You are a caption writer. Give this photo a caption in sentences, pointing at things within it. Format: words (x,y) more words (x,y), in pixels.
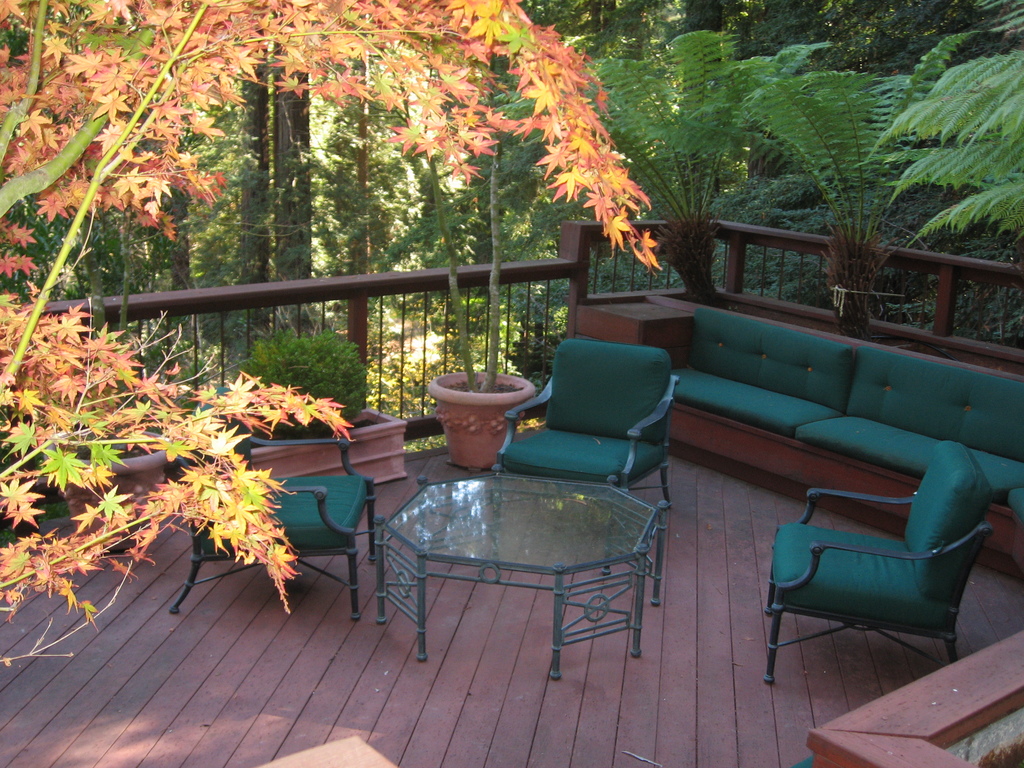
This image consists of trees (787,166) on both side. In the middle (481,451) and bottom there is a balcony (673,596), in which table (505,545) and chairs (606,433) are kept and house plant (490,440) is there. This image is taken during day time in a sunny day.
